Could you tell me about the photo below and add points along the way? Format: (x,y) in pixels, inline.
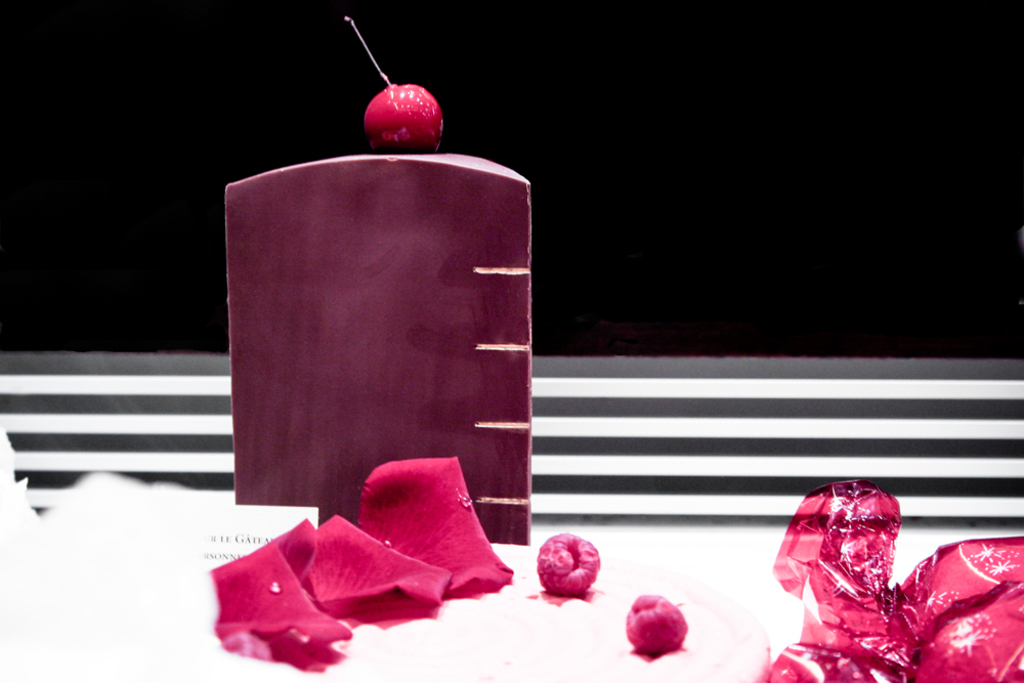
Here in this picture we can see a piece of cake (268,504) present on the plate (622,612) over there and at the top of it we can see a cherry (418,110) present and we can see some raspberries (576,582) and rose petals (337,576) present on the plate (524,591) over there.
